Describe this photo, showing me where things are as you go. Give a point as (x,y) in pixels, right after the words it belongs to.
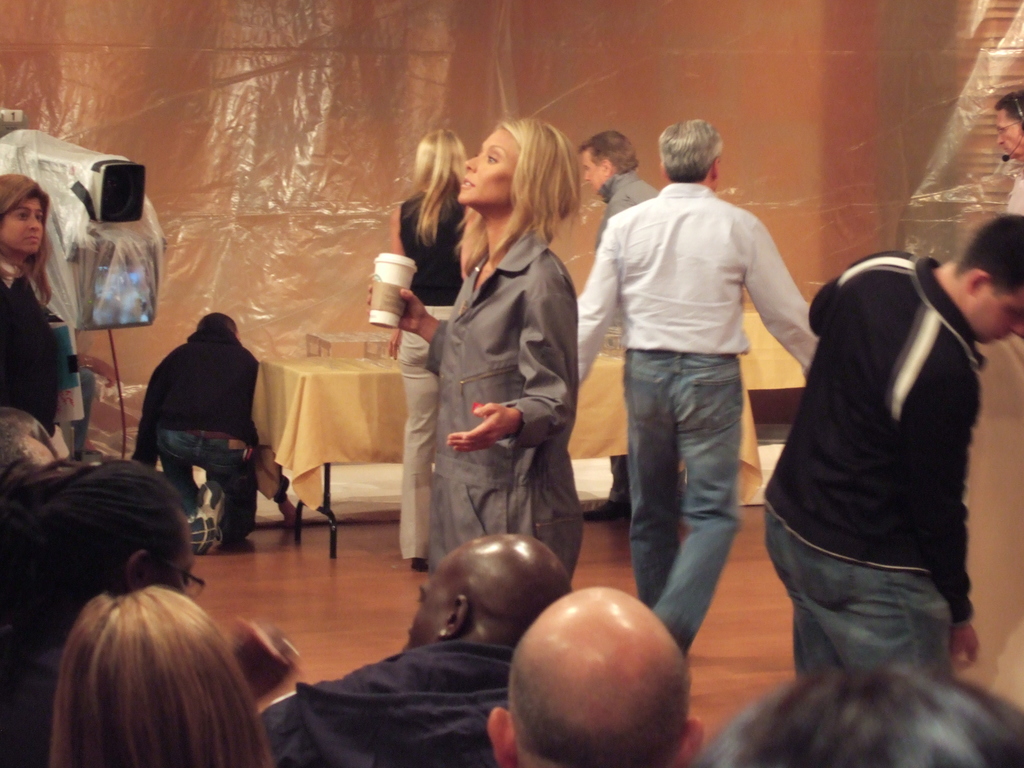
In the foreground of the image (351,738) there are five people (331,710) sitting on the chair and in the center of the image (512,335) we can see a women (507,253) standing and holding a cup (386,282) in her hand (403,288). On the right side of the image (940,528) there is a man (915,506) wearing black t shirt (910,420) is standing. On the left side of the image (55,307) there is a video camera (104,303). In the background of the image (346,382) there is a table (322,413) with the tablecloth (306,420) and some things (321,353) are placed on it.
